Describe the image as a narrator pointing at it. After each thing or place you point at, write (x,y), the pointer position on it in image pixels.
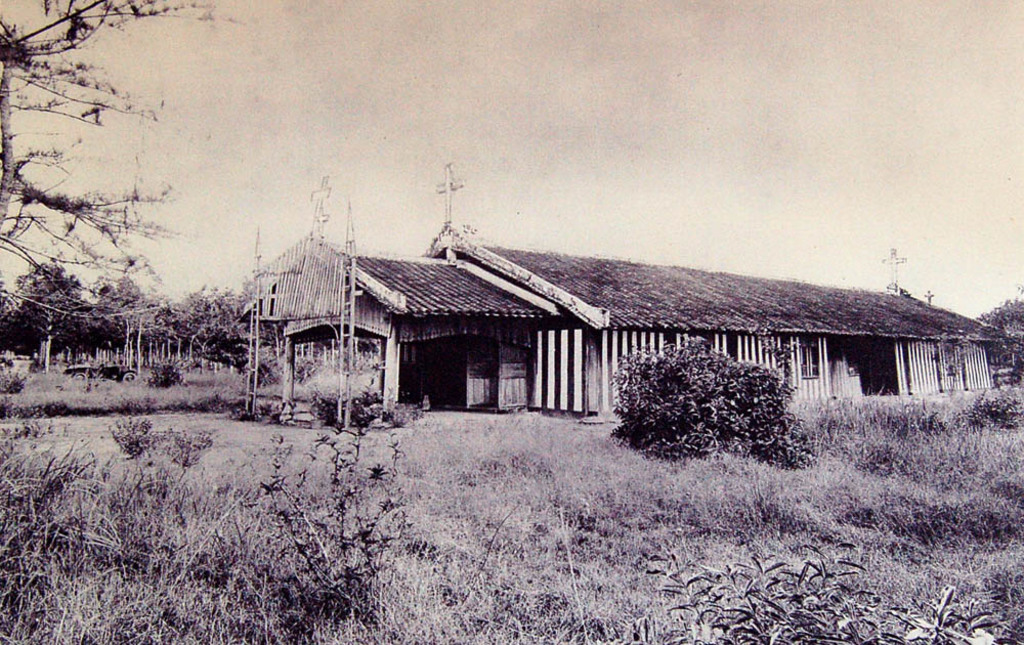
Black and white picture. Here we can see a house (662,342). In-front of this house (490,313) there is a grass (594,467) and plants (800,573). Background (215,336) there are trees (188,316), sky (72,230) and vehicle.
